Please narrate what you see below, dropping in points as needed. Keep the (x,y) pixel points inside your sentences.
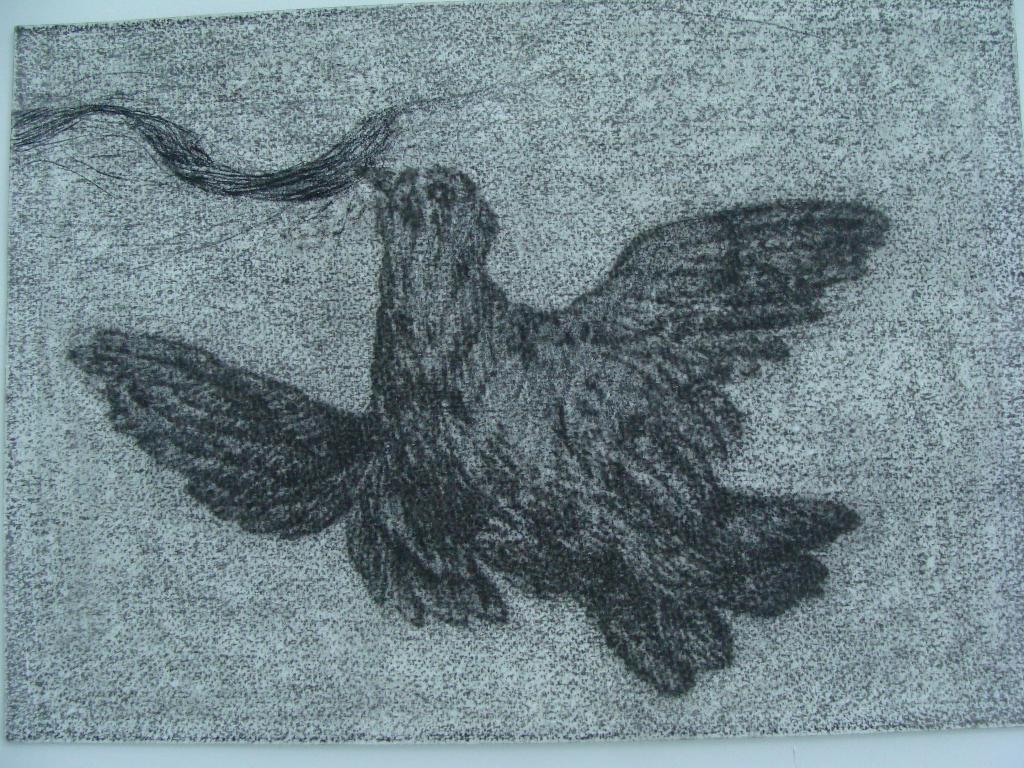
In this image we can see a sketch art (309,525) of a bird (371,482) which is placed on a white surface (481,751).
